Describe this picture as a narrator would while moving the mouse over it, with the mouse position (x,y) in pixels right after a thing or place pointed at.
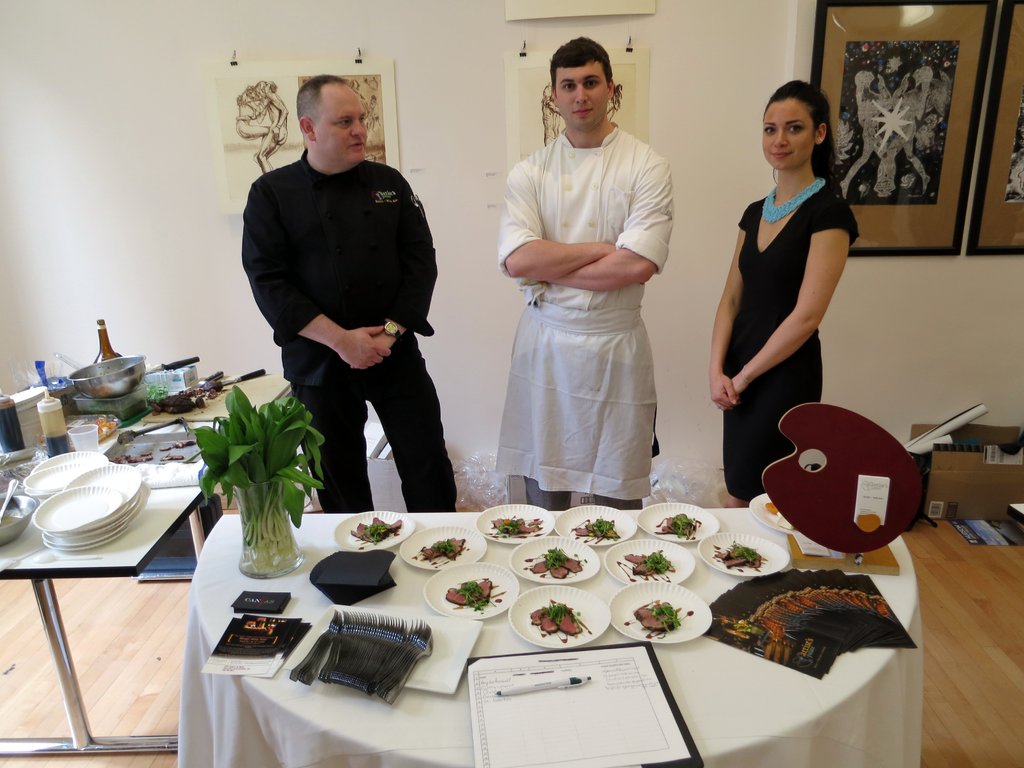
Here we can see three persons (586,119) are standing on the floor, and in front (609,536) here is the table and food items (658,559) and many other objects (572,655) on it, and here is the wall (455,93) and photo frames (890,94) on it.
